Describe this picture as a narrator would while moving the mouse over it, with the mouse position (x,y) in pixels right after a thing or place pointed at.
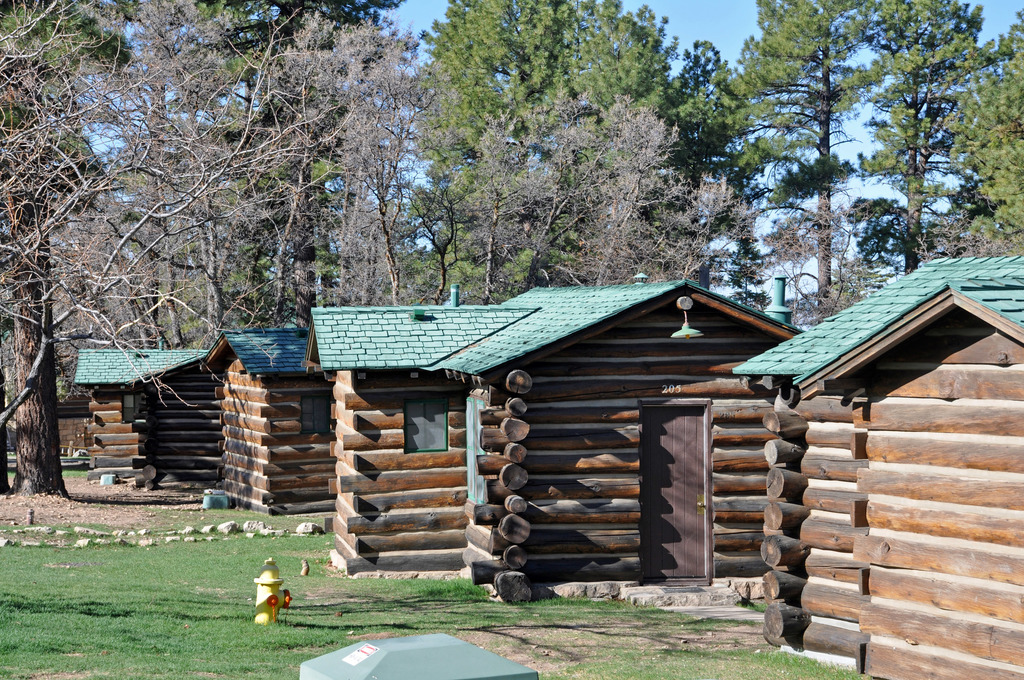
In the middle of the image (456,296) there are some sheds (1005,500). At the top of the image (947,194) there are some trees (333,283). Behind the trees (658,242) there are some clouds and sky (723,3). At the bottom of the image (265,511) there is grass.
